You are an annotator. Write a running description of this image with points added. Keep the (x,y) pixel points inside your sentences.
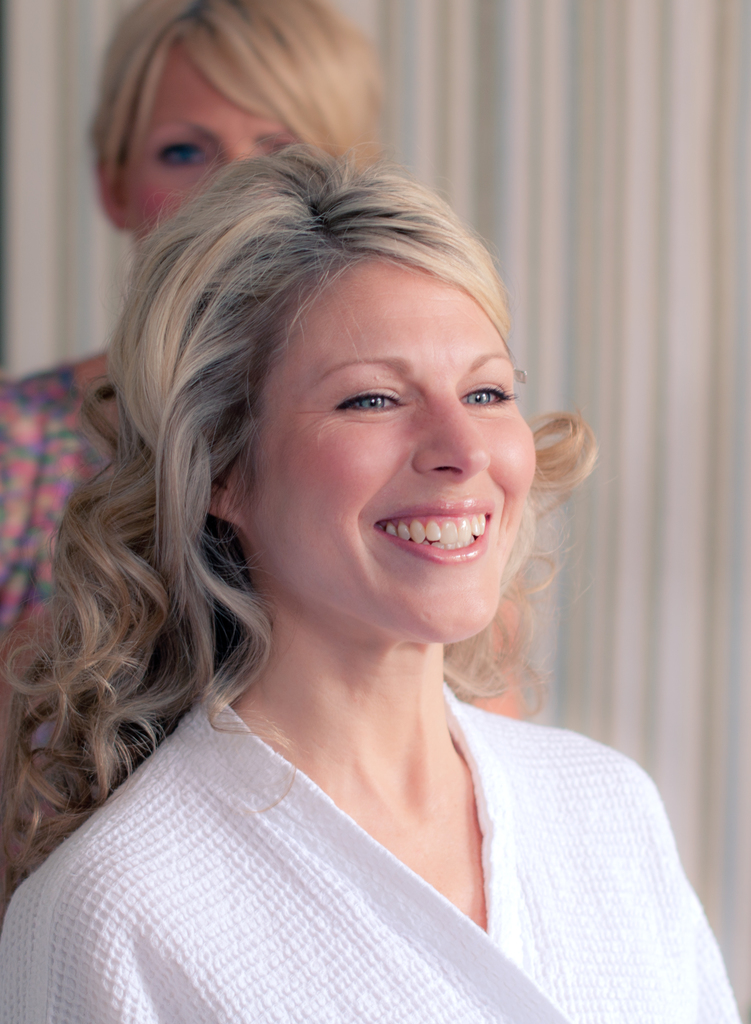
This is the woman (477,882) standing and smiling. In the background (181,176), I can see another woman (65,461) standing.
